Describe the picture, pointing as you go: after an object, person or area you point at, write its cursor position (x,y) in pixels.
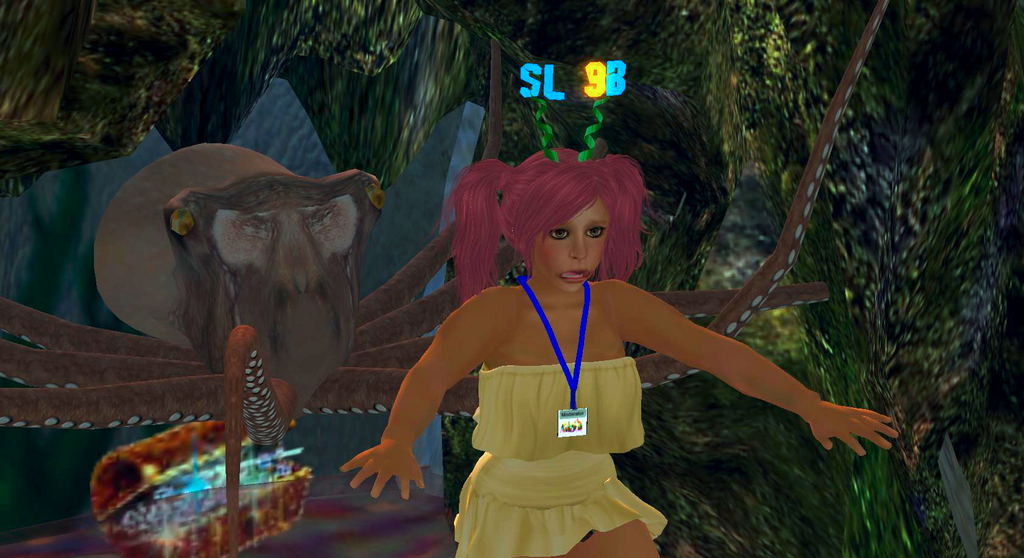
This is an edited and animated image in which in the front (570,374) there is a woman (569,432) and in the back ground (397,278) there are objects (376,155) which are green, brown and blue in colour and there is some text (546,82) and number (587,80) written in the background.
